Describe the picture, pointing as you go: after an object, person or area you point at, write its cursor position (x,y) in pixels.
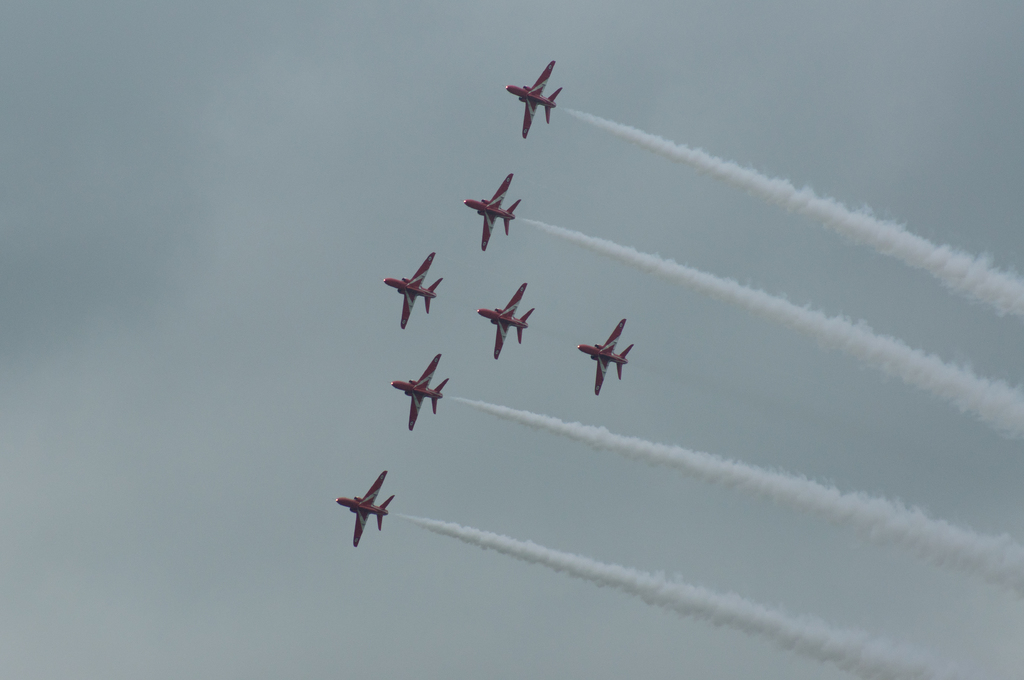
In this picture I can see there is an Airshow and there are seven airplanes (383,508) flying in the sky (215,378).
